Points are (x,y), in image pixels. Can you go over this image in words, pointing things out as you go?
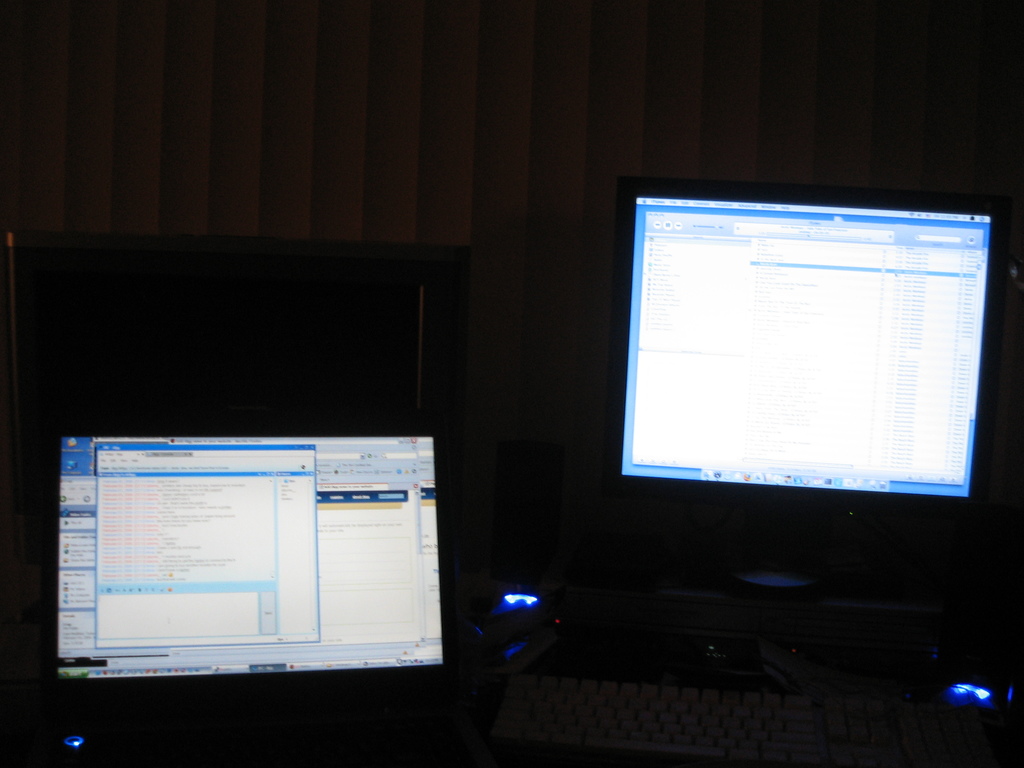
This image is taken indoors. In this image the background (830,109) is a little dark and there is a wall (338,109). At the bottom of the image (925,703) there is a table (517,756) with a keyboard (735,710) and two monitors (633,371) on it and there are two speakers (983,694).
